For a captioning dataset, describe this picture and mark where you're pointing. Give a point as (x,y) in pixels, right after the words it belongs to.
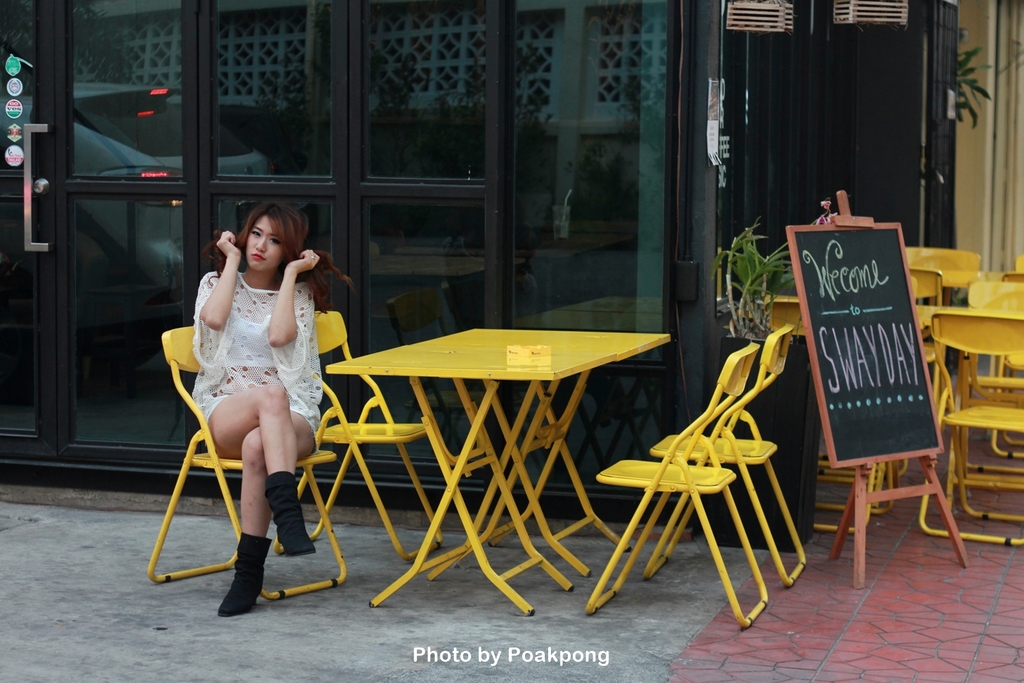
In this image I see a woman (230,338) who is sitting and there are lot of chairs (181,352) and a table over here. I can also see there is a board (889,226) over here. In the background (877,183) I see a building (915,40).
